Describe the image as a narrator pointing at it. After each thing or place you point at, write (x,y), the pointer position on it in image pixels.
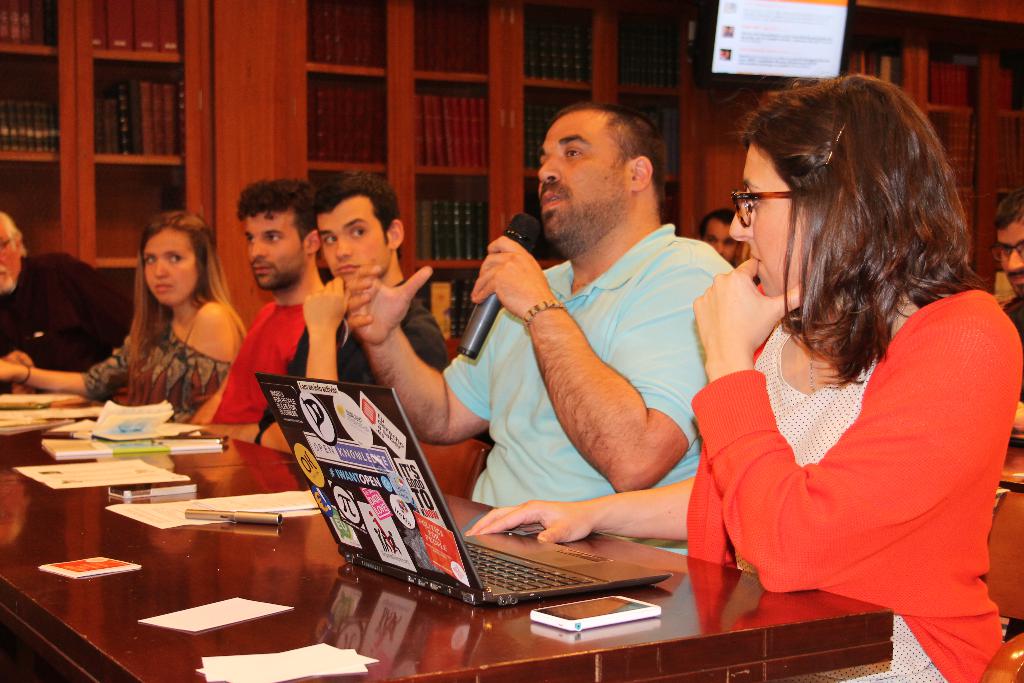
Here many people (640,304) are sitting. The men (651,329) with the blue t-shirt (657,318) is sitting and holding a mic (480,323) in his hand (528,260) and he is speaking. And to the right side (891,408) there is a lady (905,428) with red jacket (858,462) she is sitting. In front of her there is a laptop (449,528). And there is a table (684,604). On the table (684,626) there is a mobile (585,611), papers (180,625), pens (234,514) books (211,440). In the background (75,237) there are many cupboards (402,99) with the books (359,125). And to the top corner (726,44) we can see screen (778,56).
